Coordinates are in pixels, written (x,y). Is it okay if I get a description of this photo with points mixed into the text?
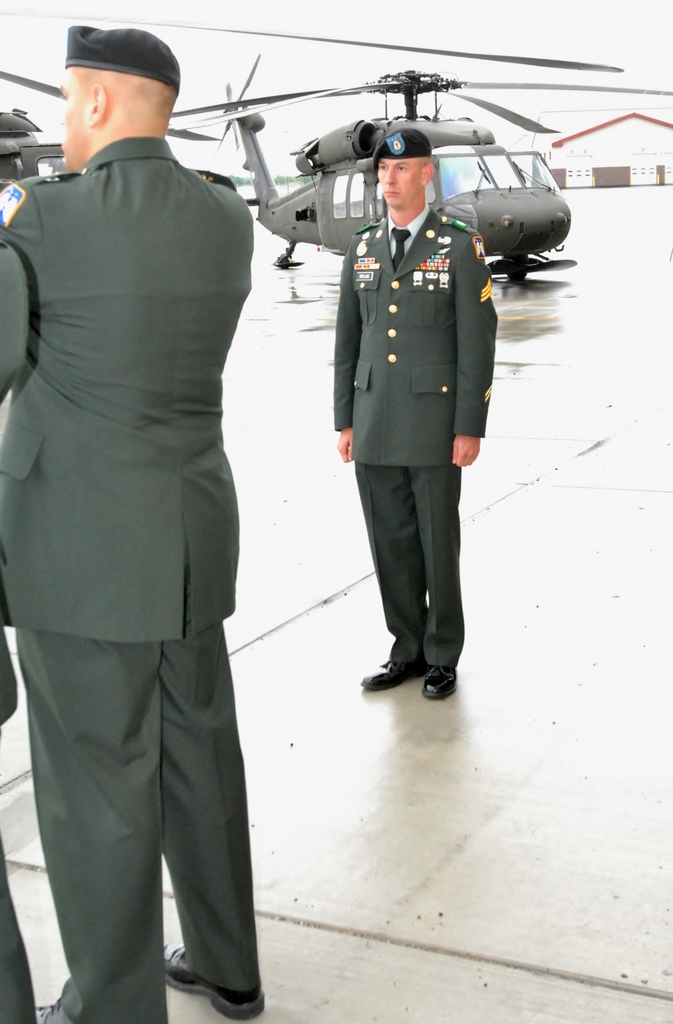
In this image there are people (411,264), helicopters (10,143), building (672,179) and sky (395,61).
